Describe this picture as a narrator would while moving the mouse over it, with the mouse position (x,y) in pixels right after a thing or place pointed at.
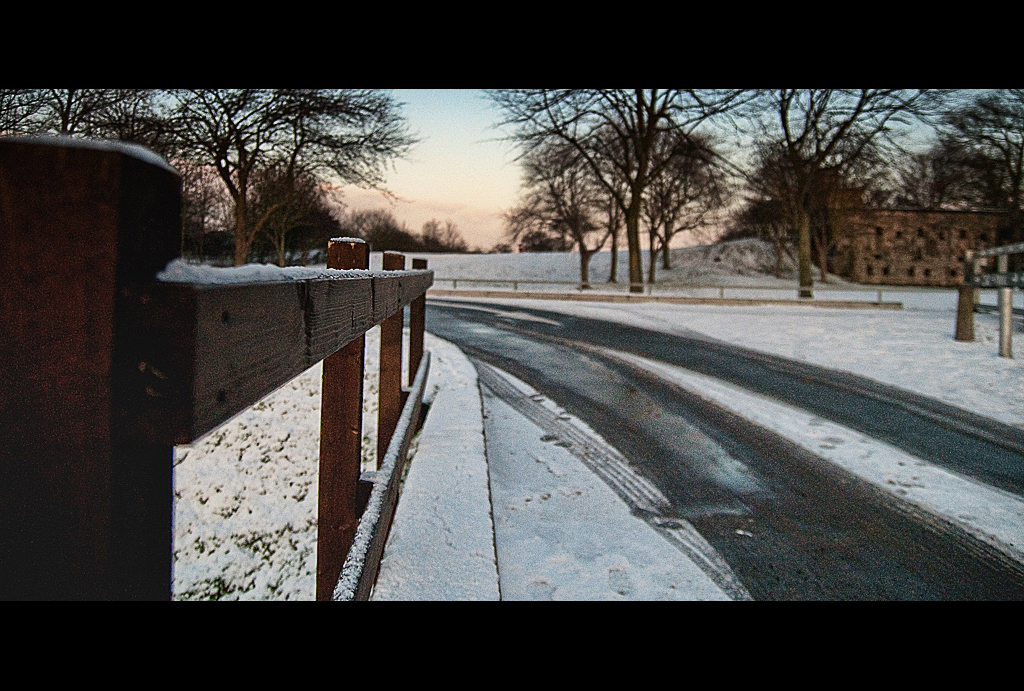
At the bottom of the picture (830,504), we see the road (756,477) which is covered with the ice (581,534). On the left side (192,431), we see a wooden railing (361,292). On the right side (940,301), we see the poles (1009,282) and ice (953,378). There are trees (317,191) in the background (771,225). We even see the sky (714,235). In the right top (966,223), we see a building (882,227). At the top (496,32) and at the bottom of the picture (330,654), it is black in color.
